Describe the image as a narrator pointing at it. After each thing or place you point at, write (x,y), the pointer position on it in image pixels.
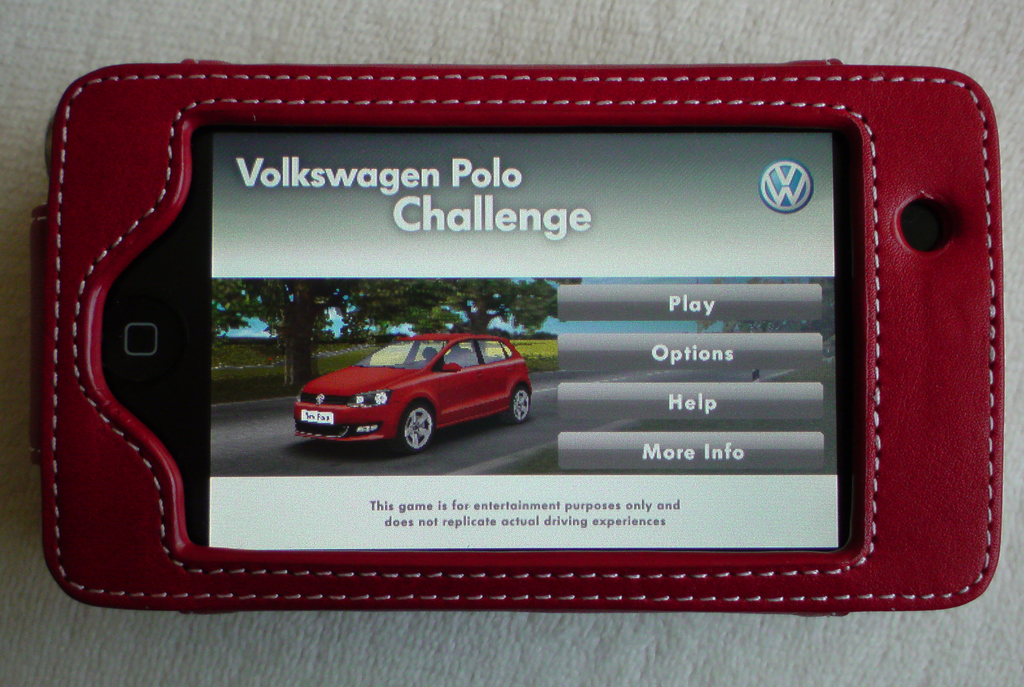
In the middle of this image (485,295), there is a mobile (489,303) having a screen (474,293) and is covered with a red color pouch (227,111). This mobile (314,215) is placed on a surface (288,34). And the background (146,637) is cream in color.
